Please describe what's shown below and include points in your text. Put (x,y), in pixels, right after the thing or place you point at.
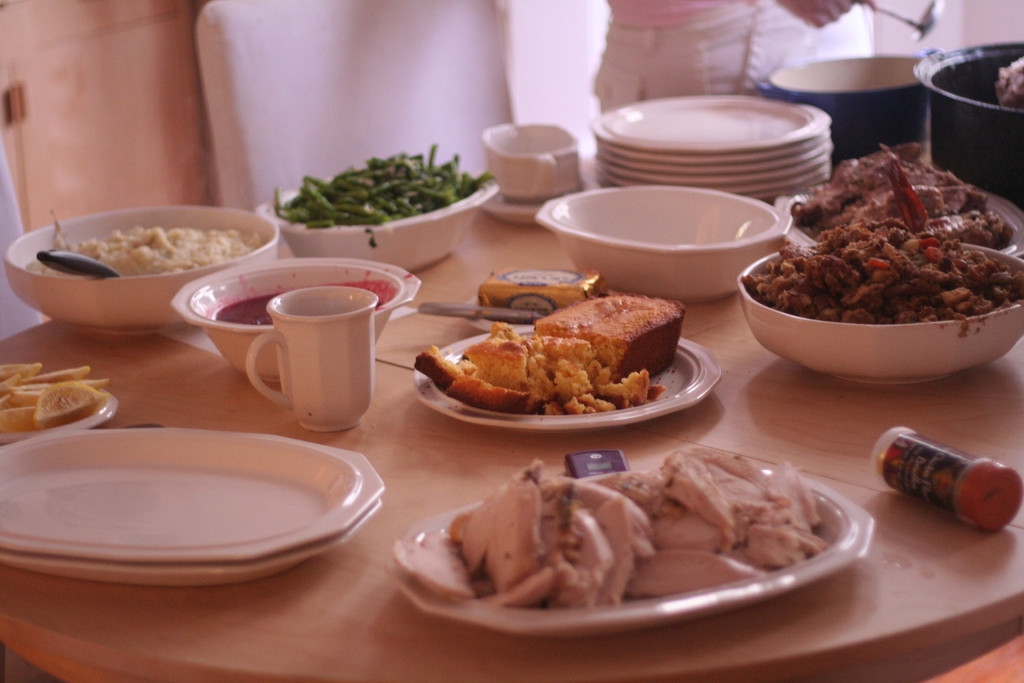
In this image, I can see the food items (875,282), bowls (274,266), plates (690,171), cups (332,394), utensils (928,91) and few other objects (899,99) on the wooden table (439,641). At the top of the image (814,14), I can see a person's hand (831,14) holding a serving spoon (922,37). In the background (951,39), there is a wall (894,6).
